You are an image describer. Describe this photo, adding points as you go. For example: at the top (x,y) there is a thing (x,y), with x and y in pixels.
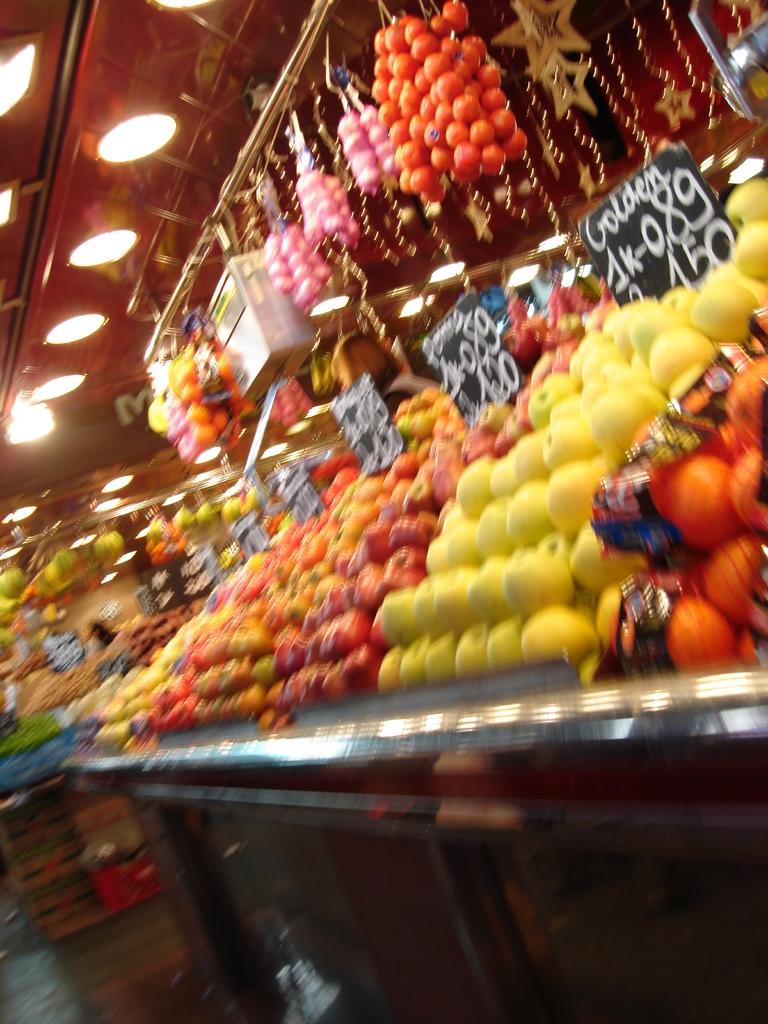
In this image I can see many fruits (305,560) in red, yellow and orange color. Background (678,225) I can see few boards (369,388) in black color and something written on the board (725,233). I can also see few lights (6,202).
